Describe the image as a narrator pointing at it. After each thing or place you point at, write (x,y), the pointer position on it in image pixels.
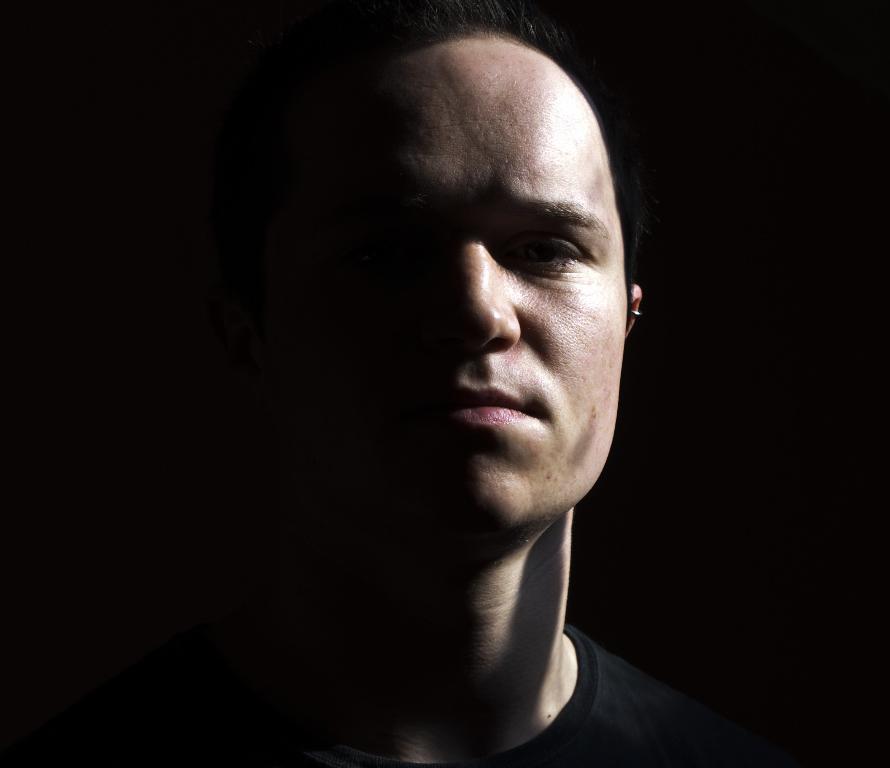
In this image there is a person (475,314).
